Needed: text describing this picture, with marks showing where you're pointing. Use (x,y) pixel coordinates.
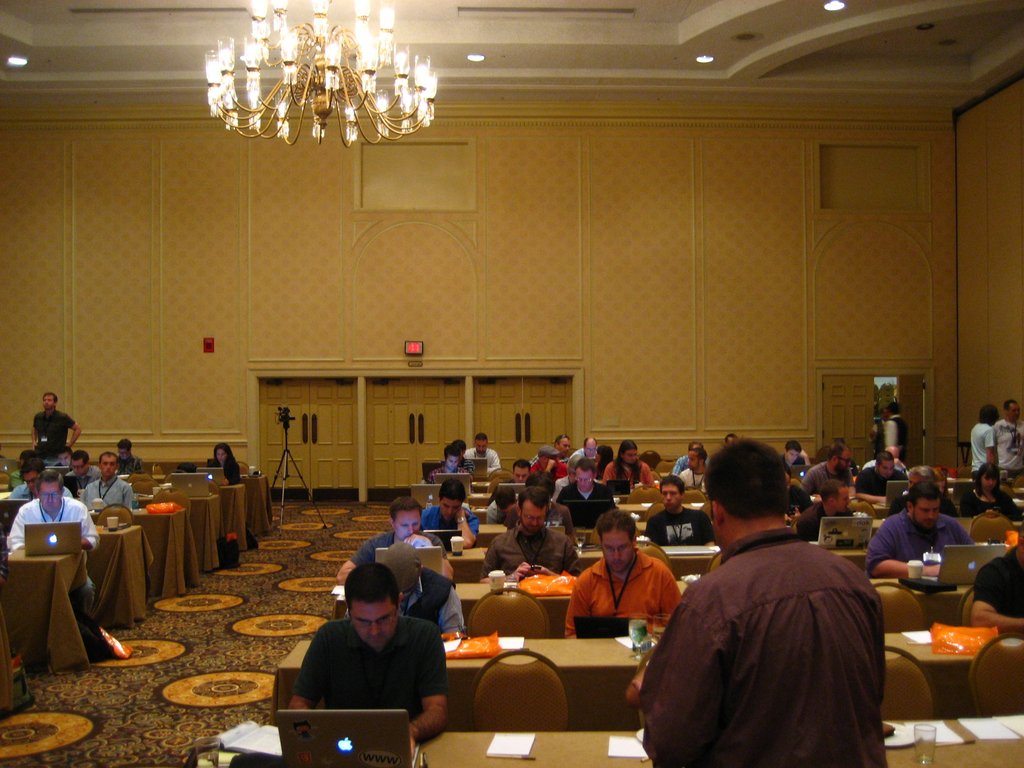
In this picture we can see some people (354,559) are sitting on chairs (662,560) and some people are standing on the floor (307,601). In front of the people (80,490) there are tables (19,581), which are covered with clothes (562,742). On the tables (113,533) there are laptops (70,540), glasses (638,635), cups (453,547), papers (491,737) and some objects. Behind the people (225,472), it looks like a camera (286,419) on the tripod stand (288,462). Behind the camera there are some boards (211,340) on the wall (268,315). At the top (317,98) there are ceiling lights (840,4) and a chandelier (308,75).
